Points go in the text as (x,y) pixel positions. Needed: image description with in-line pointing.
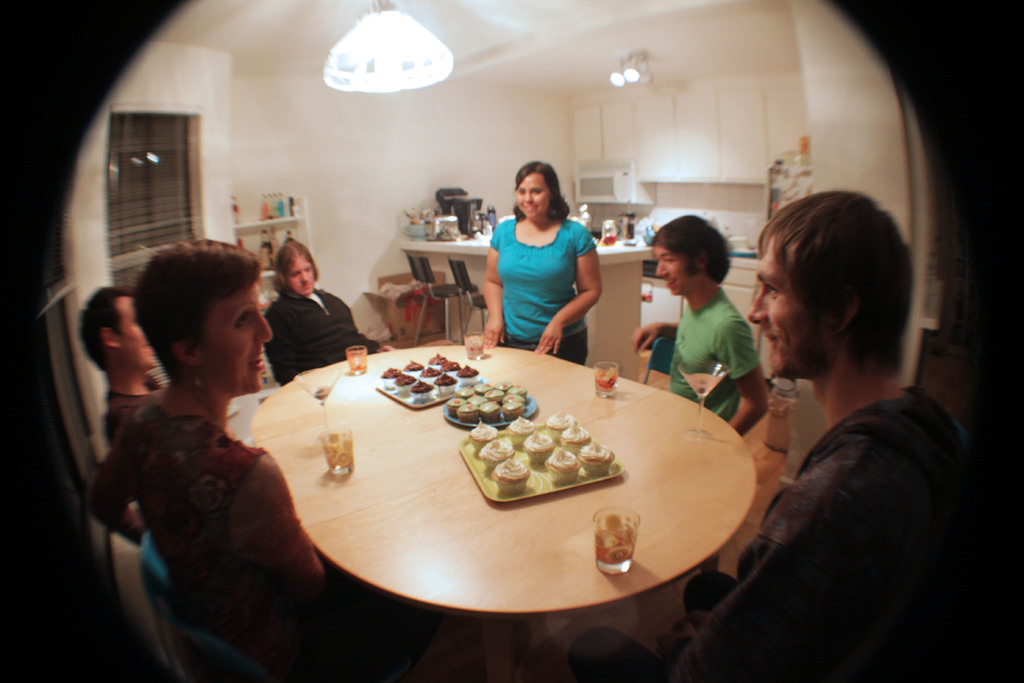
Here we can see some persons (155,444) around the table (648,391). This is chair (669,355). There is a table (682,474). On the table (444,449) there are plates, muffins (451,370), and glasses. On the background (408,155) there is a wall (472,125) and this is light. And this is cupboard (760,122).
